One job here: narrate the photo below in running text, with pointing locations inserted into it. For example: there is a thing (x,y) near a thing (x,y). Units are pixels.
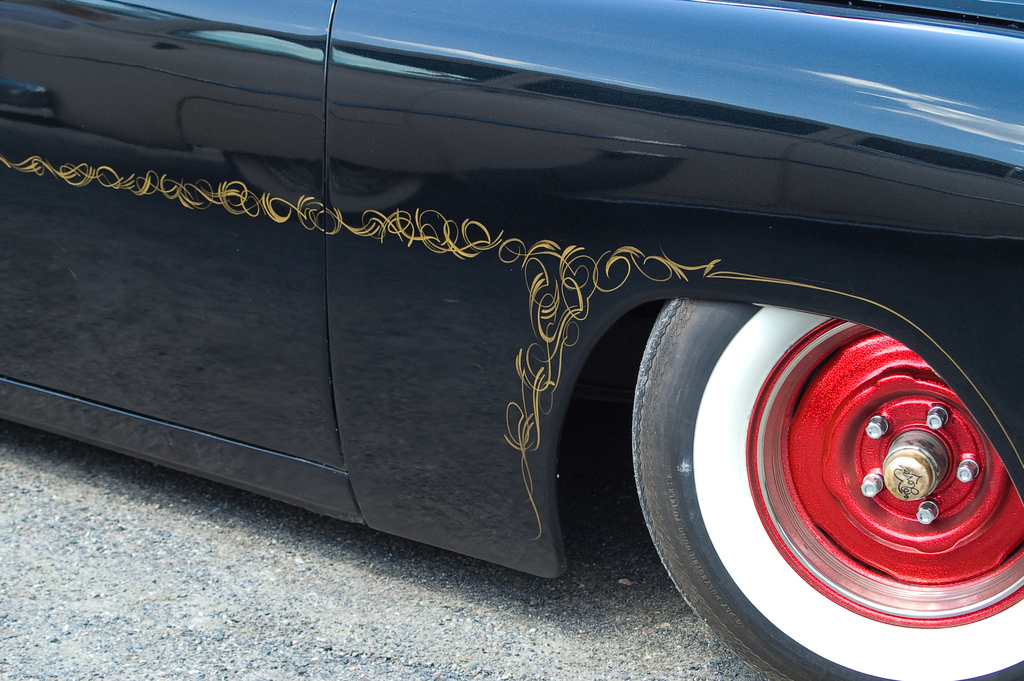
In this image we can see a black color car (479,317), and a wheel (657,337) on the road (368,640), and there is a design (467,253) on the car (520,315).
